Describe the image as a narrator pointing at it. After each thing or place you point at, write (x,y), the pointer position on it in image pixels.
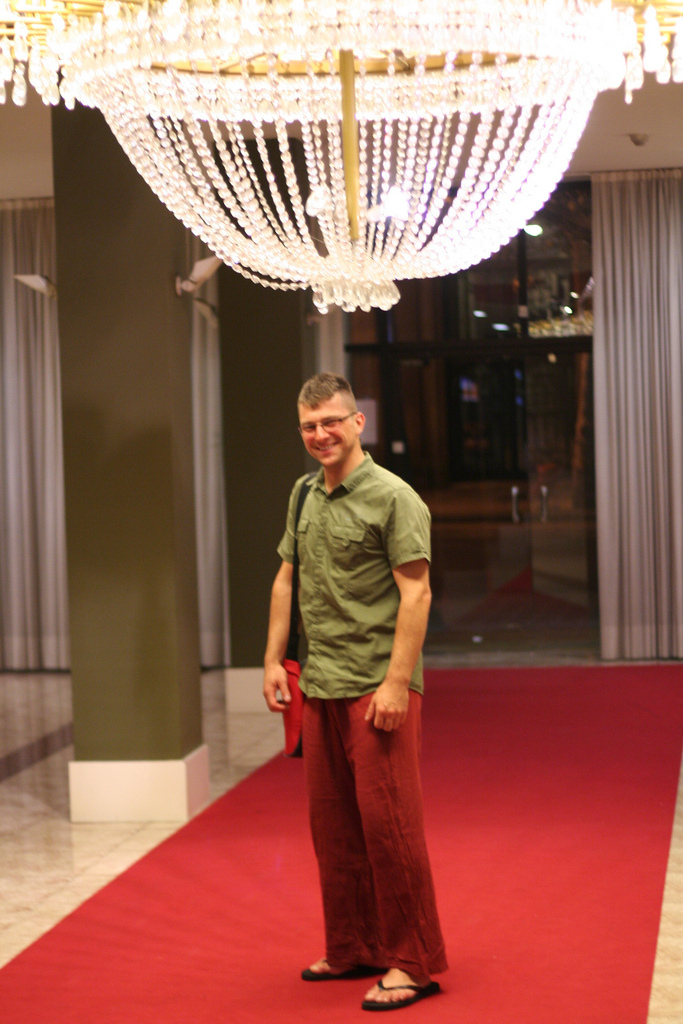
In this picture there is a man (340,498) standing and smiling. At the back (484,394) there is a door (405,403) and there are curtains (613,422) and there is a pillar (258,482). At the top (77,90) there is a chandelier (118,71). At the bottom (23,877) there is a floor (9,833) and there is a carpet (315,937).
